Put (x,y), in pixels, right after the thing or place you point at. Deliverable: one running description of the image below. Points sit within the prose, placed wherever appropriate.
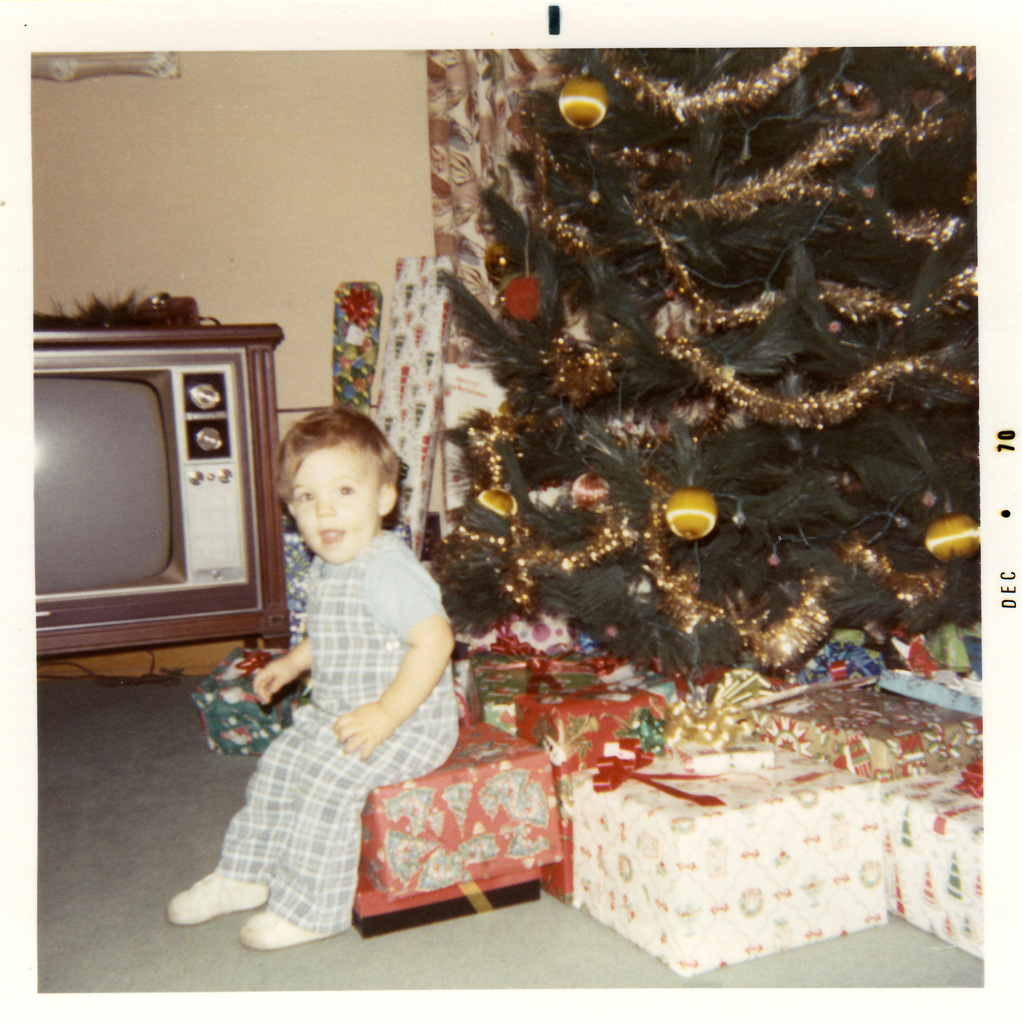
In this image a kid (376,721) is sitting on a gift box (449,835). There are few gift boxes (648,835) are on the floor (806,959). Behind there is a Christmas tree (730,429) having few balls (686,506) hanged to it. Left side (98,385) there is a television (110,470). Background (118,229) there is wall (190,247).
